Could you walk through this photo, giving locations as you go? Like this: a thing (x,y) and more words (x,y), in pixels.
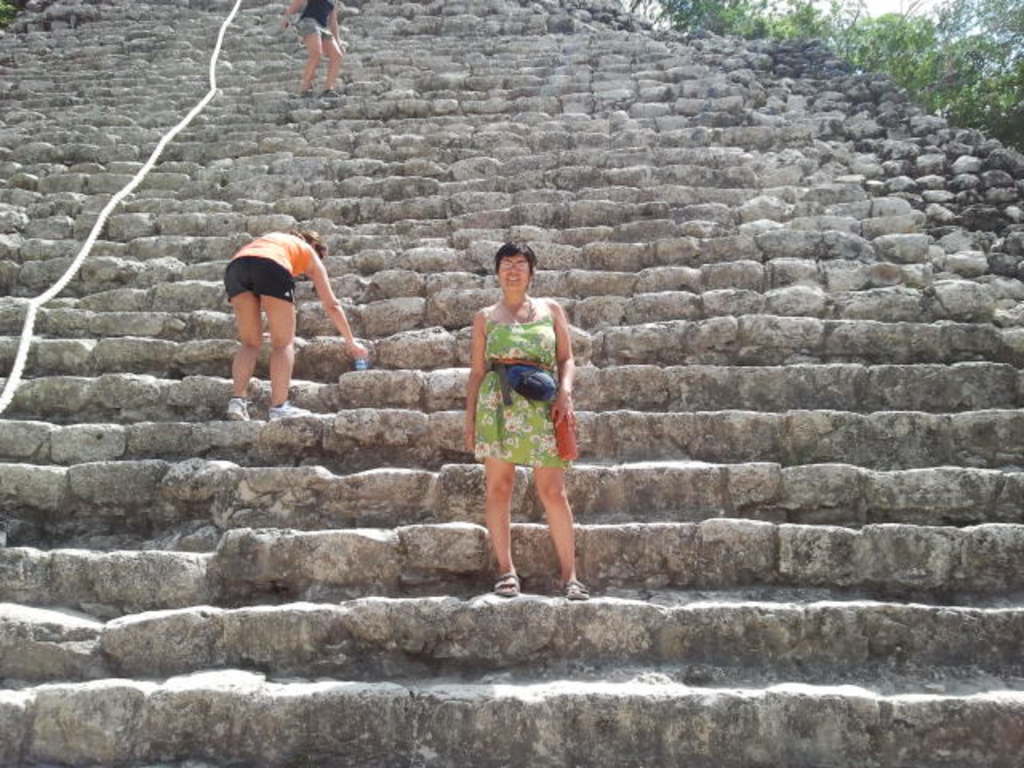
In this image we can see persons (508,441) standing on the stairs (321,459) and a rope (182,123). In the background (913,42) we can see sky (824,11) and plants (926,79).
